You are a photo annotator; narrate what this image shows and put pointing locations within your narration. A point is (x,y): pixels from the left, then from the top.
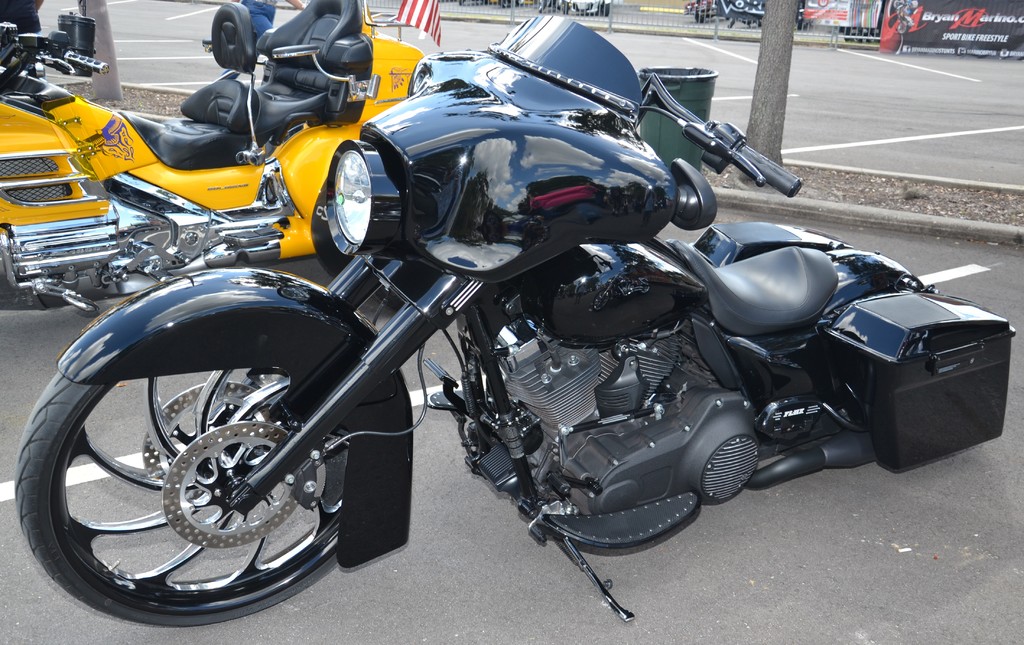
In this picture we can see vehicles (223,179) on the road (121,76), person (291,3), flag (401,17), dustbin (680,91) and in the background (938,13) we can see banners (901,13), fence (833,35) and some objects (773,20).
